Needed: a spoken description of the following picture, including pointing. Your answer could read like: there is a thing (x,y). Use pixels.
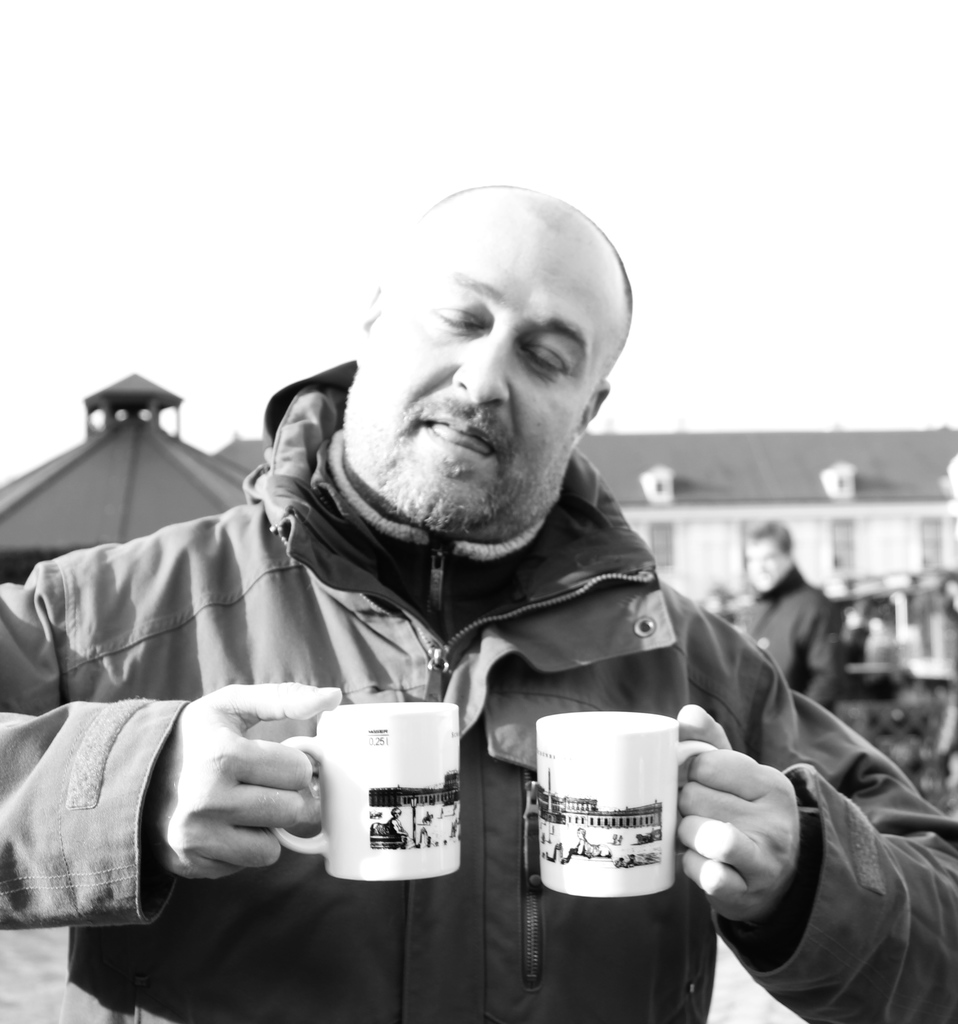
In this image i can see a man (345,676) who is holding two cups (570,892) in his hands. And behind the person (495,779) i can see there is a house (811,483) and a person (817,611). In the background of the image (97,336) we can see an open sky (240,182).
